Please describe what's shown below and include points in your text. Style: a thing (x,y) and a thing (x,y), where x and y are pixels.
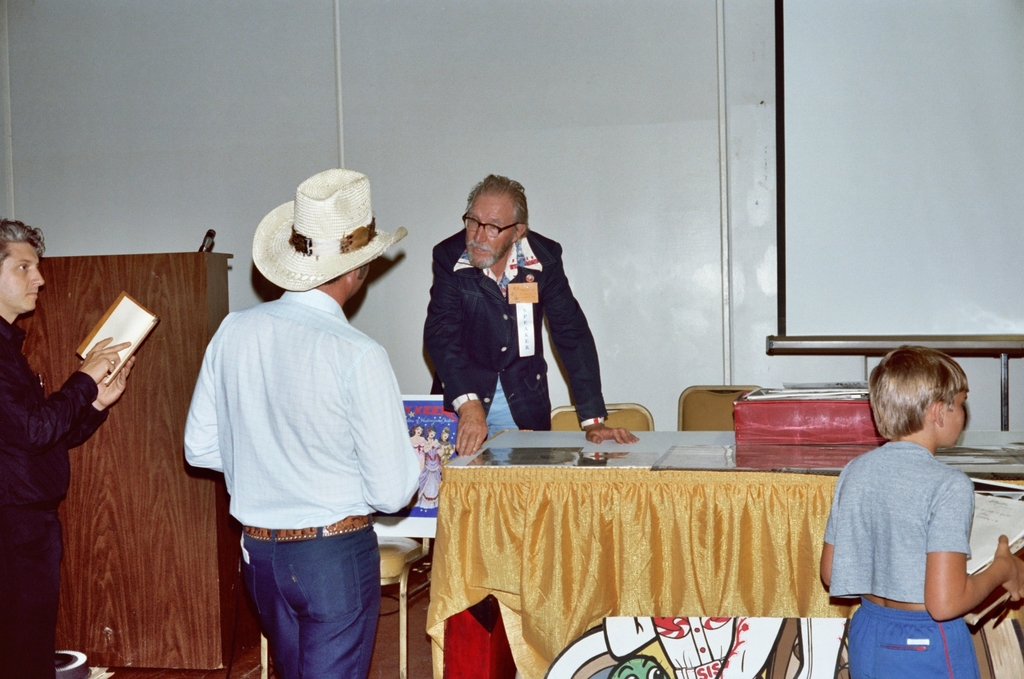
In this image i can see four persons (309,323) standing at left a person (31,373) holding a book (123,334) at right (876,570) a boy (928,507) standing, there are few papers (687,456) on table (676,518) at the back ground (772,285) i can see a screen (900,183) and a wall (608,141).
